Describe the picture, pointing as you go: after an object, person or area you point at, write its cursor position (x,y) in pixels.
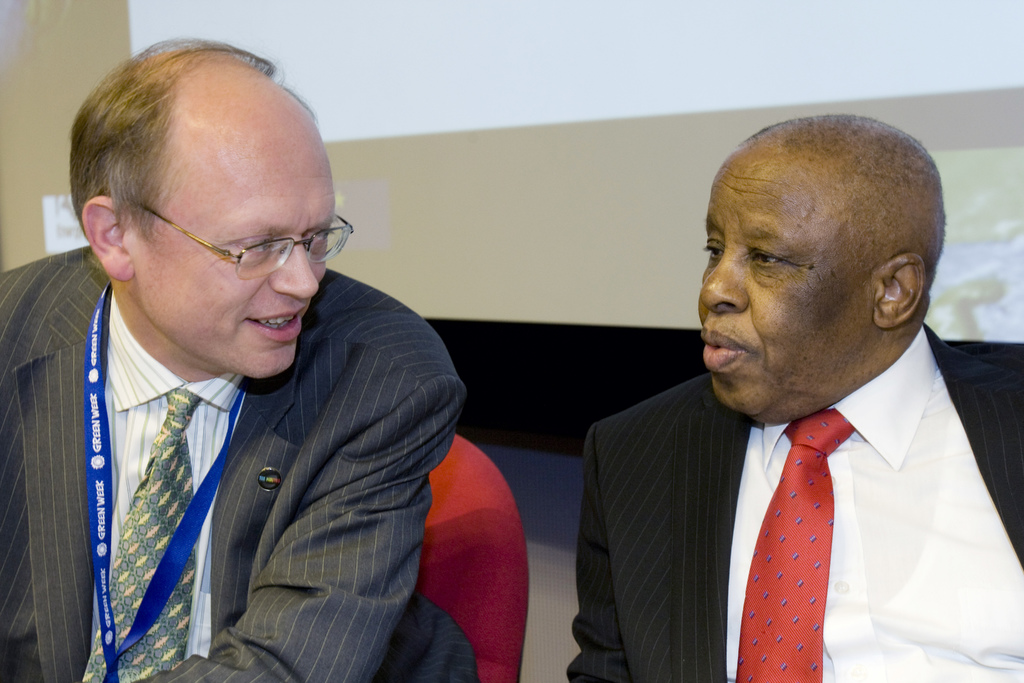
In this image we can see two men (343,444) and among them the left side man (243,450) is sitting on a chair (425,560). In the background (518,279) we can see the screen (447,271) and wall (565,605).
